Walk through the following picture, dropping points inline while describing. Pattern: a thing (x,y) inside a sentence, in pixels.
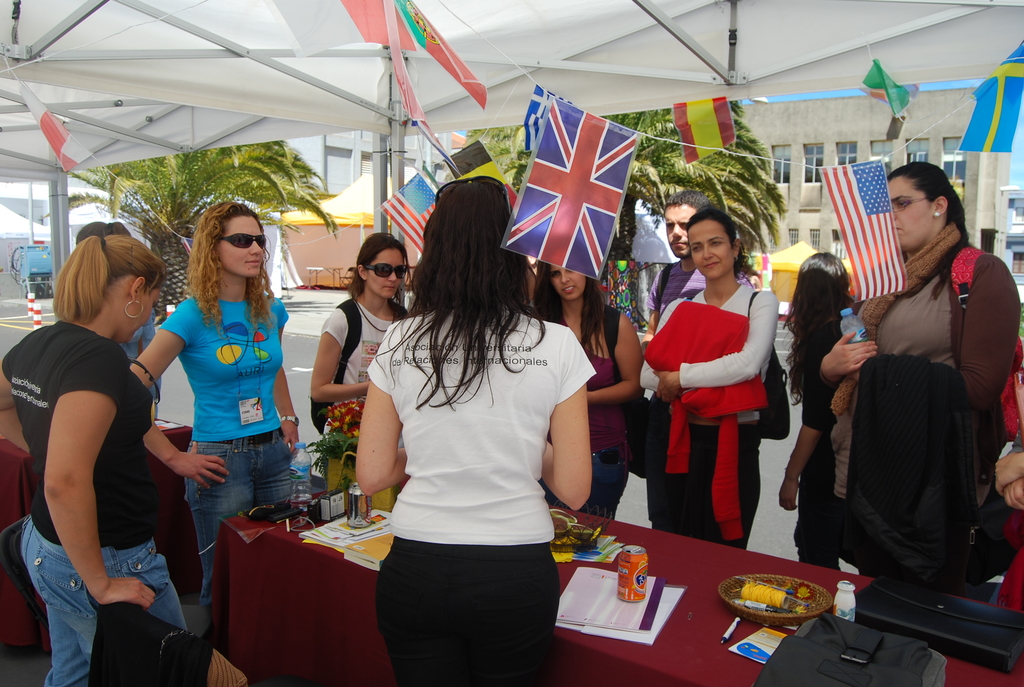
There are persons (204,336) in different color dresses (512,497) standing around the table (363,577). Which is covered with brown color cloth (228,562). On which, there is a pot plant (329,445), file (670,597), pen (788,590), book (653,601) and other objects (805,653). Above this table (798,571), there are flags (568,136) which are attached to the thread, there is a roof (342,122) of a white color tent (361,85), there are trees (289,191), buildings (762,125) which are having glass windows (952,156) and other objects (275,241).
